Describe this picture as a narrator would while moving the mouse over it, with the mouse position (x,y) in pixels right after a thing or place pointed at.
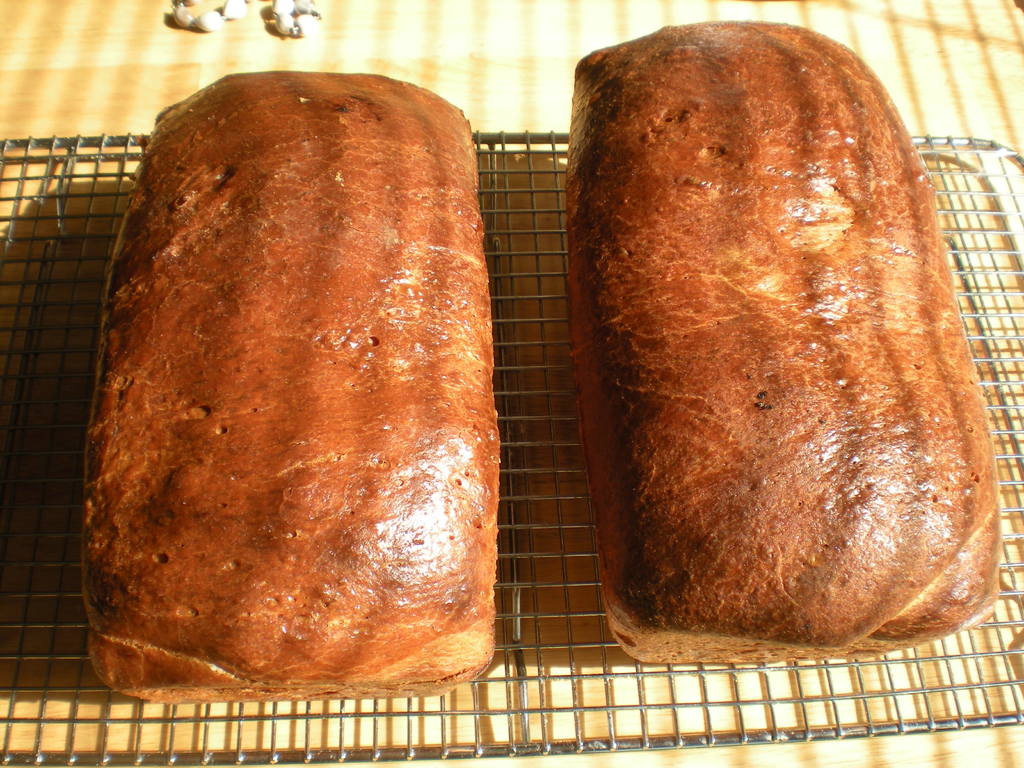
On a wooden platform (555,62) we can see the objects (297,35) and we can see the food (255,398) placed on the grill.
